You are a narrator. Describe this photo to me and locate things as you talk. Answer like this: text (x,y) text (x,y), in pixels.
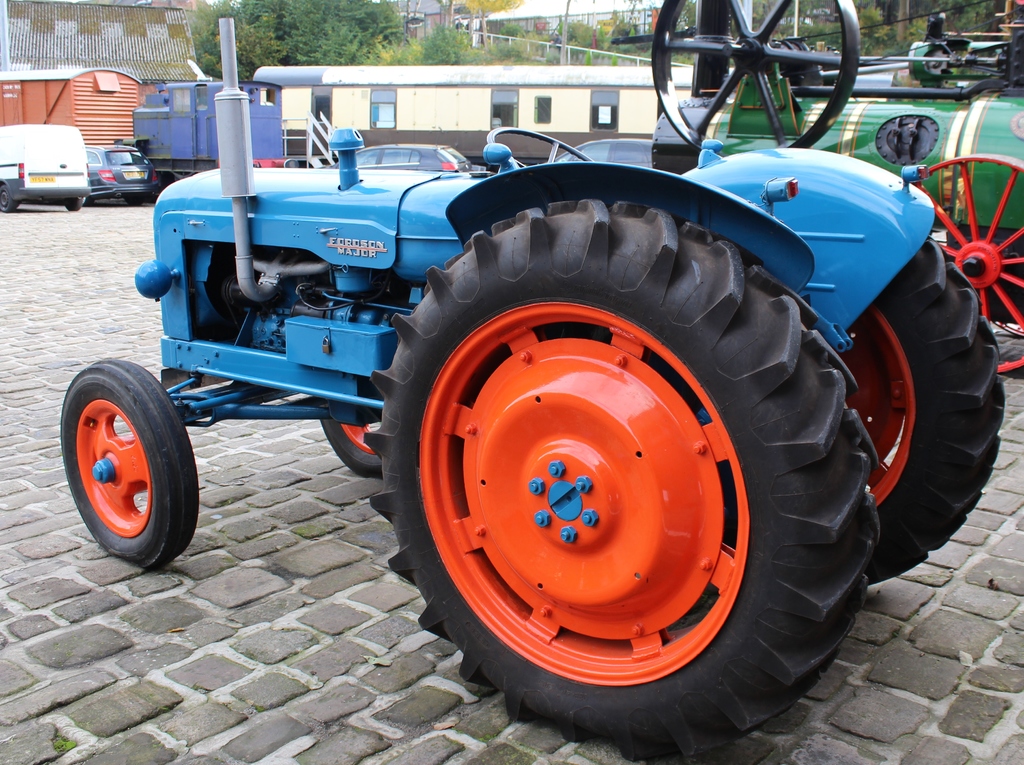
In this image I can see few vehicles (664,383). In front (789,327) the vehicle (429,313) is in blue and orange color, background (312,25) I can see few buildings (173,14), trees (326,28) in green color and I can also see few poles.
